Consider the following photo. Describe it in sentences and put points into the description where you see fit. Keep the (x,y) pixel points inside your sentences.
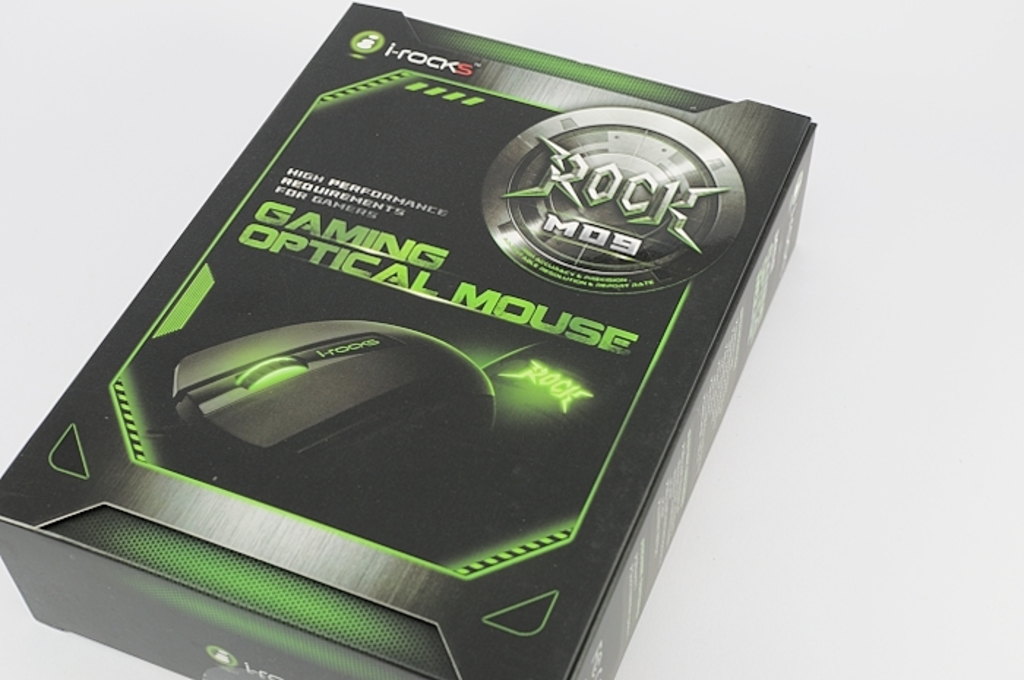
In this image, we can see a box (367,356) is placed on the white surface (847,433). On the box (346,306), we can see some text (664,214) and logo (519,220).
